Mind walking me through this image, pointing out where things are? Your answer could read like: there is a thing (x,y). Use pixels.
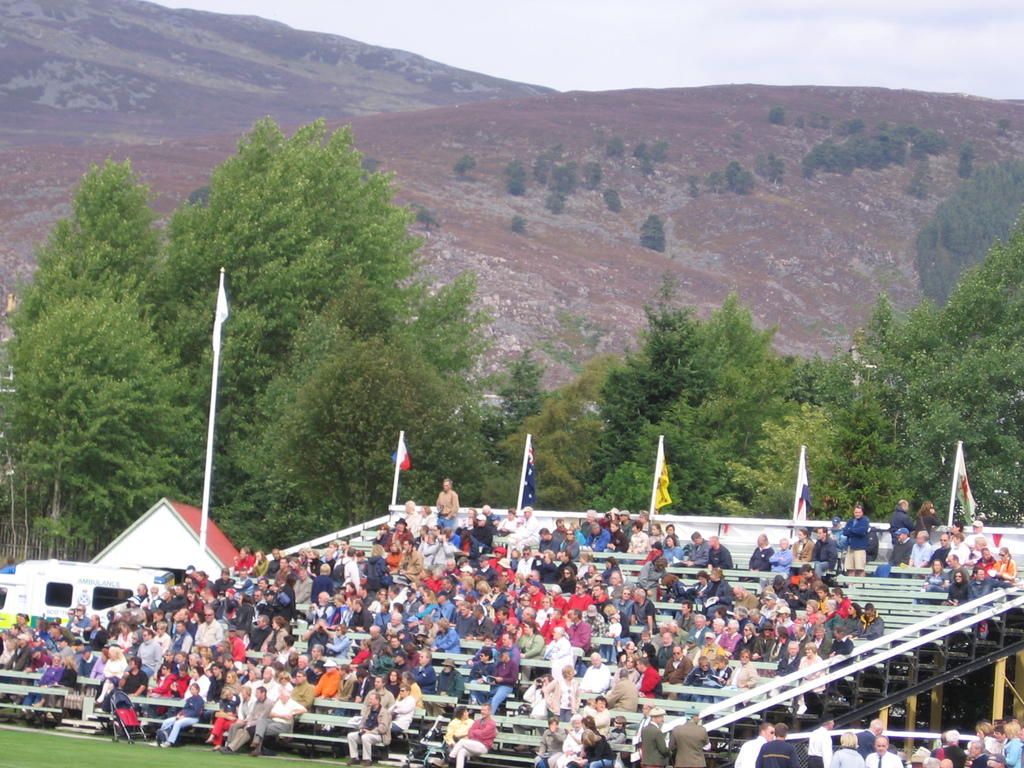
In this image we can see group of audience (983,568) sitting on chairs (316,717). In the foreground (673,741) we can see some people (690,749) standing. In the background (182,544), we can see some flags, building (162,561), a vehicle (111,596) parked on the ground (150,756), a group of trees (249,312), mountains (241,58) and the sky (798,49).
